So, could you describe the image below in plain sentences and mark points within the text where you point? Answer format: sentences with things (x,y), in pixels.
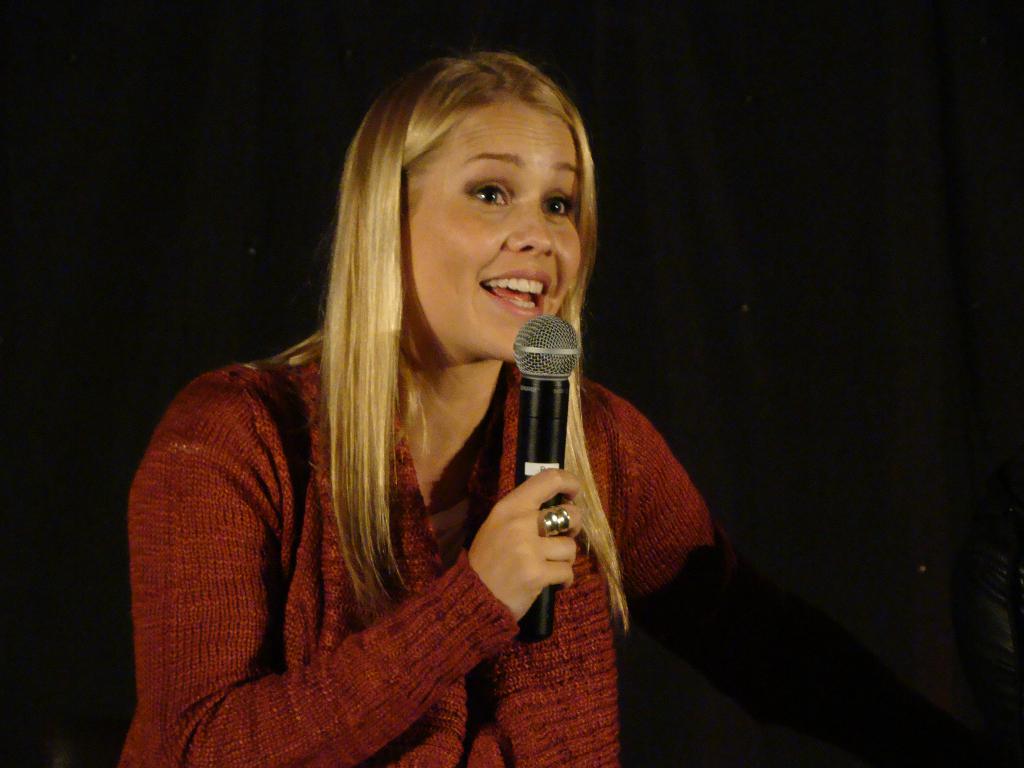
In this image we can see a woman (655,507) holding a mic (552,406) in her hand (530,480).
